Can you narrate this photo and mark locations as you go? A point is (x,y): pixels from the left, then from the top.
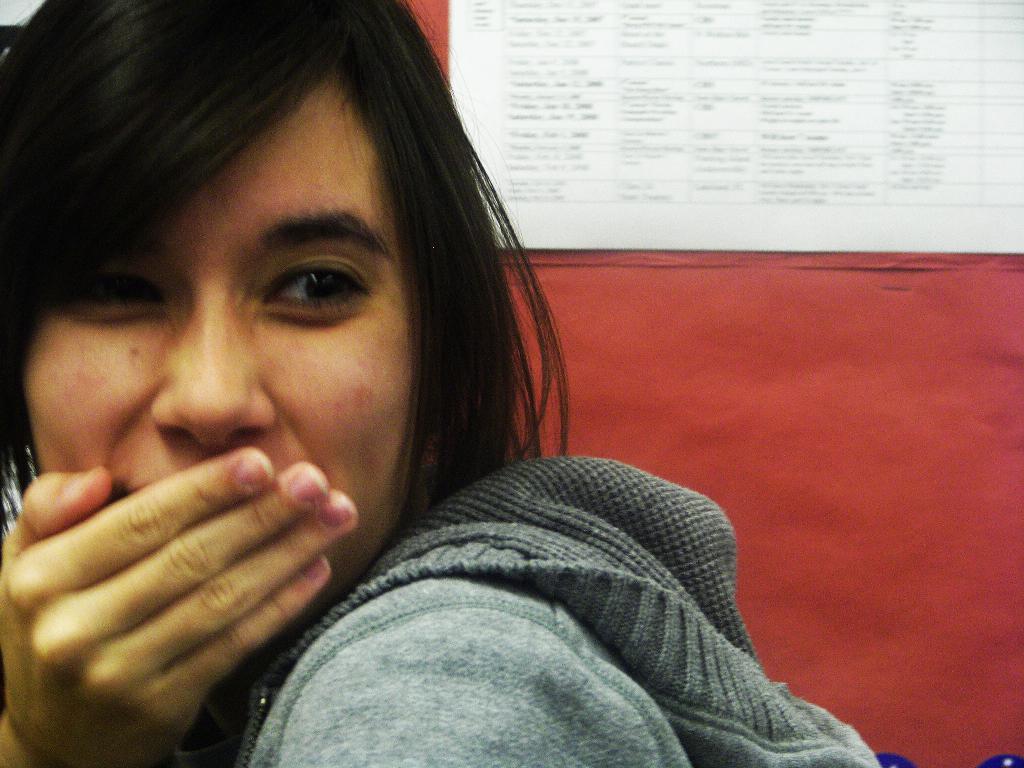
In the foreground of this image (176,480), there is a person (368,460) on the left (336,324). In the background (738,175), there is a poster (798,158) on the red surface (777,436).
